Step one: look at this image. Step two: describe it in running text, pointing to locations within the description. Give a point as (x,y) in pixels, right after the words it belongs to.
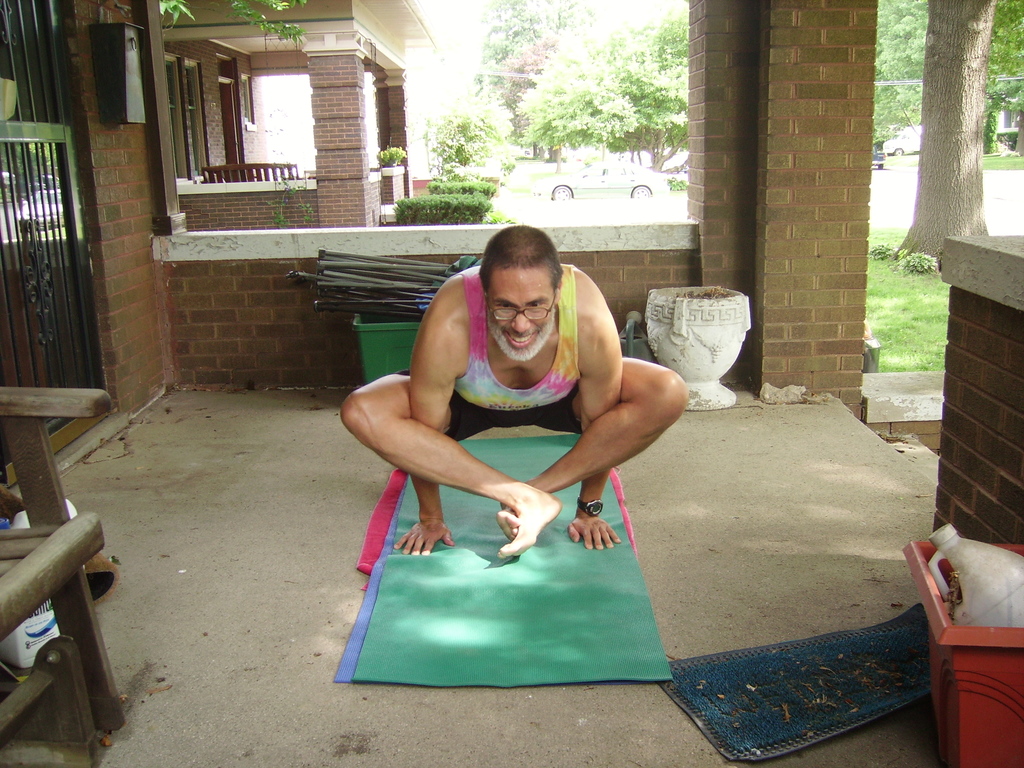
In this image I can see the person (600,519) and I can see few mats (421,614) in green, purple and pink color. In front (35,490) I can see the chair (88,590), background (209,227) I can see the railing (67,218), few buildings (325,132), vehicles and few trees (542,83) in green color.
